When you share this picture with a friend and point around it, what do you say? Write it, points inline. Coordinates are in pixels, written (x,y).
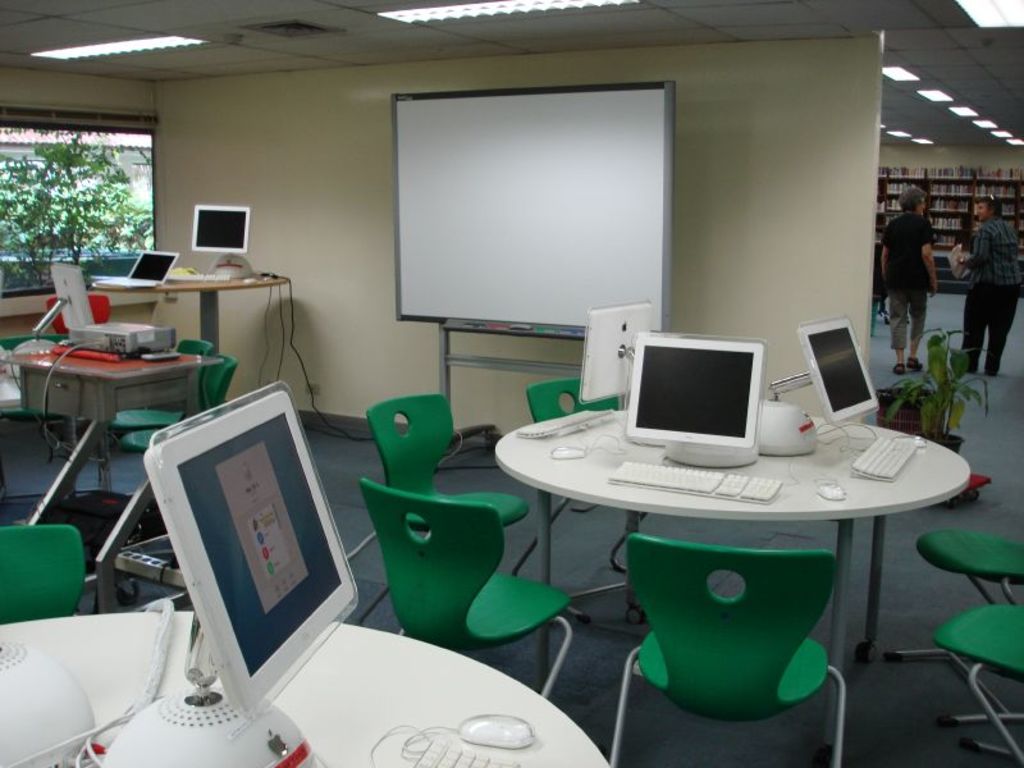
In this image there are tables (422,662), chairs (373,425), monitors (813,380), keyboards (883,471), mouses (517,734), projector (150,345), screen (415,268), window (125,162), lights (897,73), racks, people (984,212), plant (941,372), tree (65,226), books (946,184) and objects (156,275). On the tables (852,486) there are monitors (701,367), keyboards (747,497), mouses (503,724), projector (124,346) and objects (110,354). In those racks (954,236) there are books (949,202). In-front of the wall (510,69) there is a screen (498,205). Through window (136,216) tree (88,147) is visible.
